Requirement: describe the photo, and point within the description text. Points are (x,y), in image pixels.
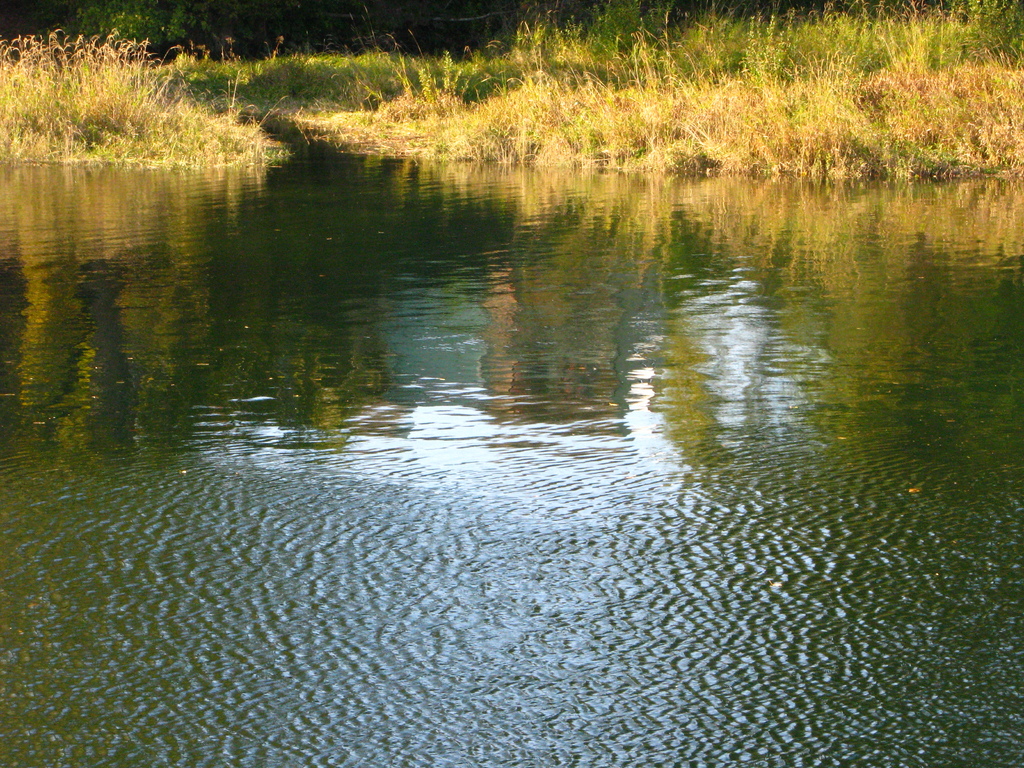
In this image, I can see water (201,506), grass (374,144) and plants (423,94).
